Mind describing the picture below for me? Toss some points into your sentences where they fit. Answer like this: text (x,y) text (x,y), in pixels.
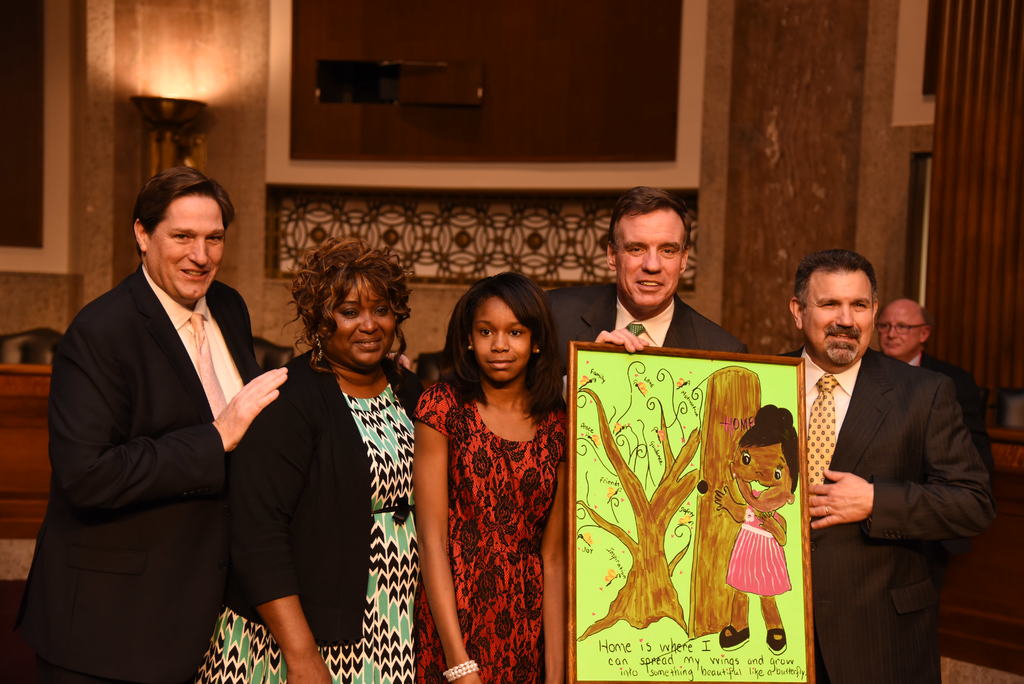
In this image we can see some persons (193,587) standing on the ground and one of them is holding a painting (668,585) in his hands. In the background (296,109) we can see walls (558,141) and a lamp (190,120).
